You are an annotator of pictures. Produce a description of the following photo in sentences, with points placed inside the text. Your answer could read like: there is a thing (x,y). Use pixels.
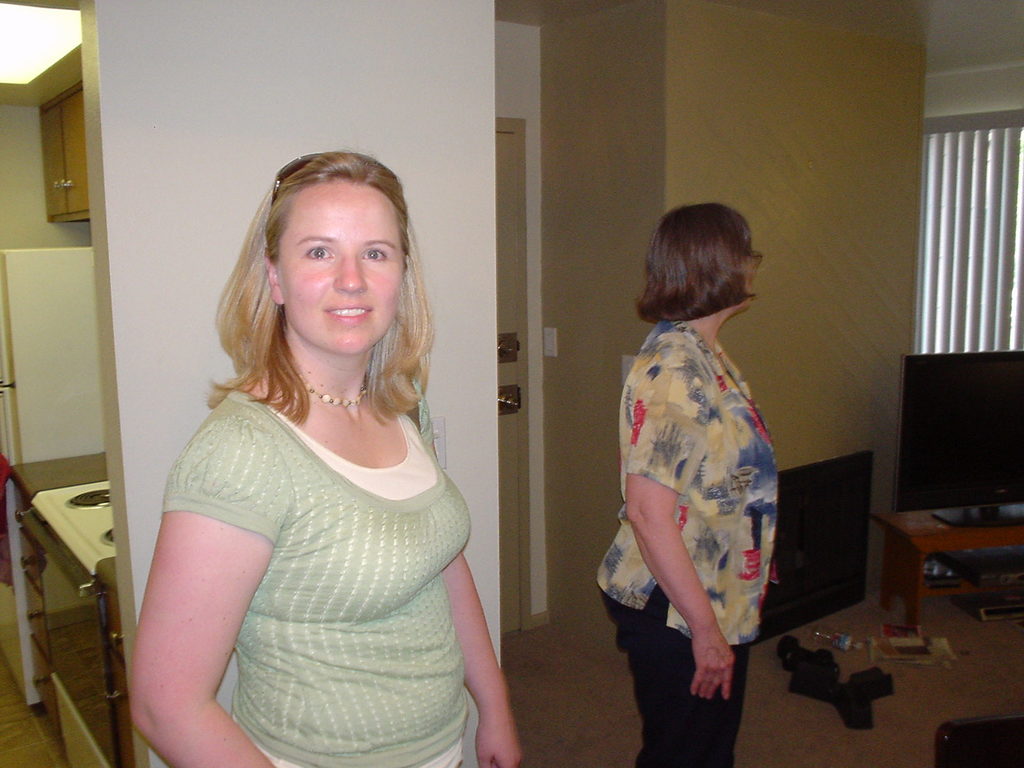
In this image I can see two people (664,403) are standing and wearing different color dresses (617,596). Back I can see few objects (965,564), table (949,548), wall (849,335), window (1014,198), cupboards (50,143) and the stove (79,497).
